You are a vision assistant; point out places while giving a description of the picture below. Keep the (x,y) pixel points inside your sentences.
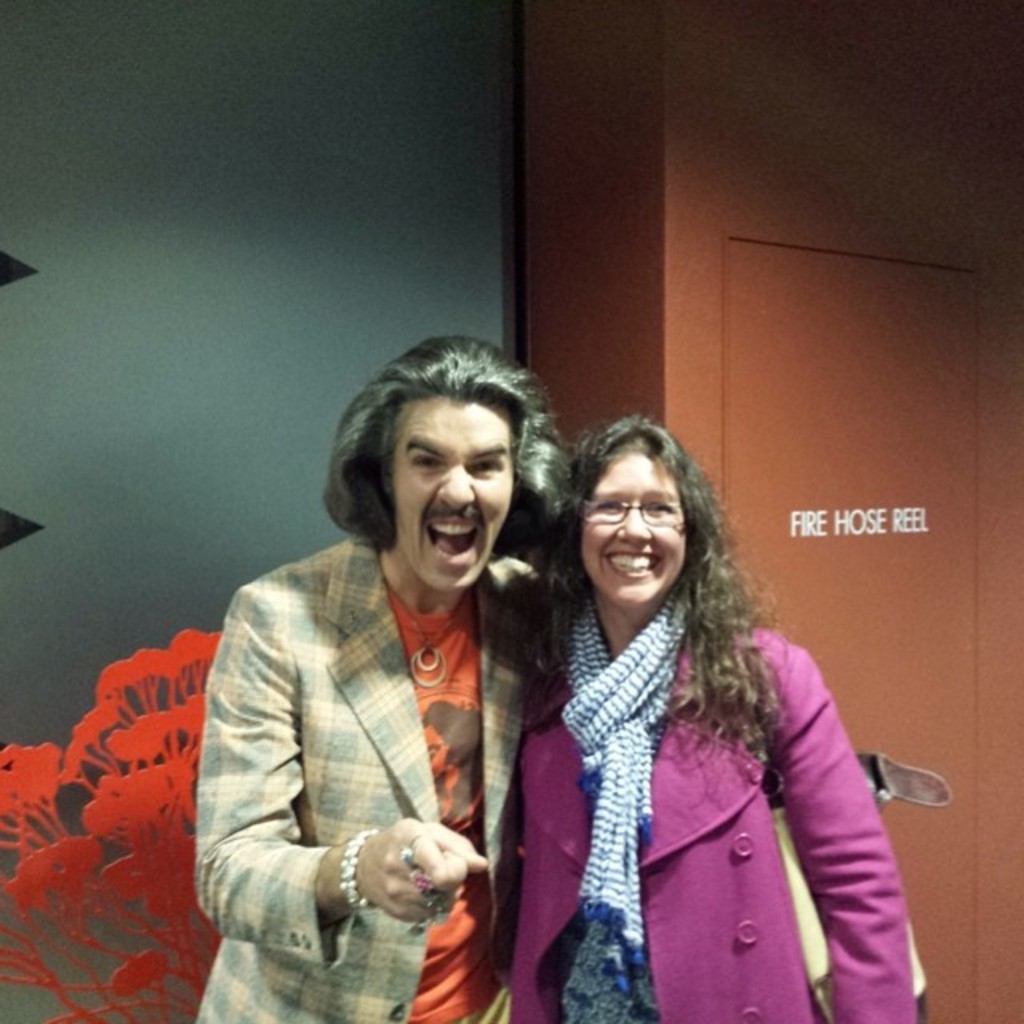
Here we can see a man (339,982) and a woman (574,610). They are smiling and she has spectacles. In the background (360,375) we can see a wall (273,190).
